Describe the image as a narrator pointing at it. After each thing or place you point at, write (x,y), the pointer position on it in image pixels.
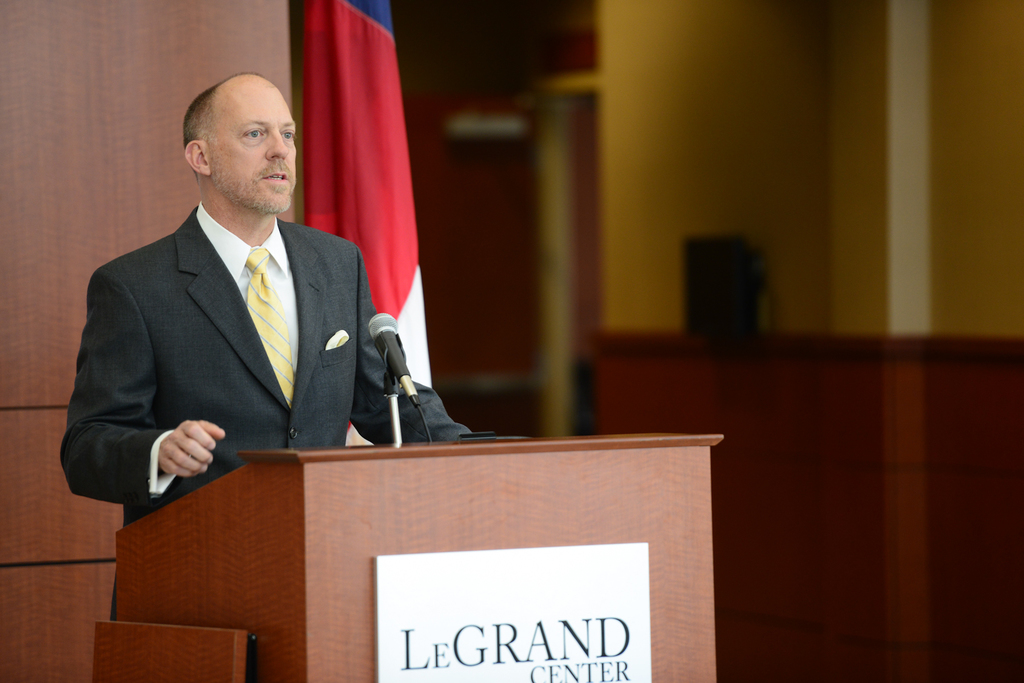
In this picture we can see the man (239,335) wearing a black suit (314,389), standing at the wooden speech desk (319,503) and giving a speech. Behind there is a wooden panel wall (138,148). In the background (607,153) we can see the yellow wall (699,191).
